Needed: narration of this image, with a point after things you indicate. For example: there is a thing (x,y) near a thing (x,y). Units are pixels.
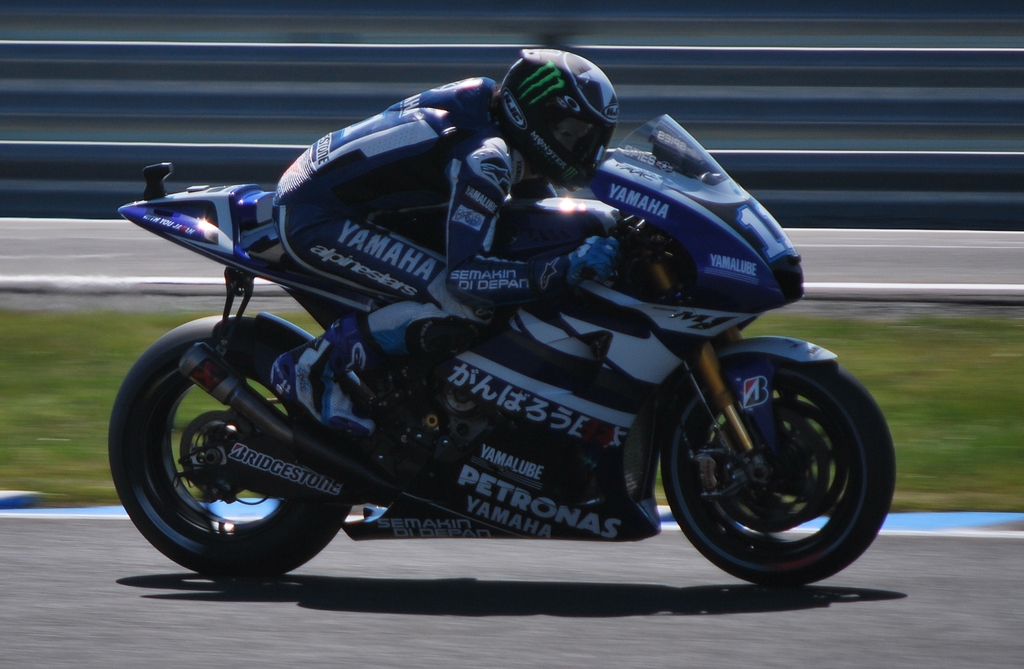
In the picture we can see a person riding a sports bike (563,375) on the road (61,640) and he is wearing a sportswear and a helmet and beside him we can see a grass surface (48,463) and road (58,247) behind it.
